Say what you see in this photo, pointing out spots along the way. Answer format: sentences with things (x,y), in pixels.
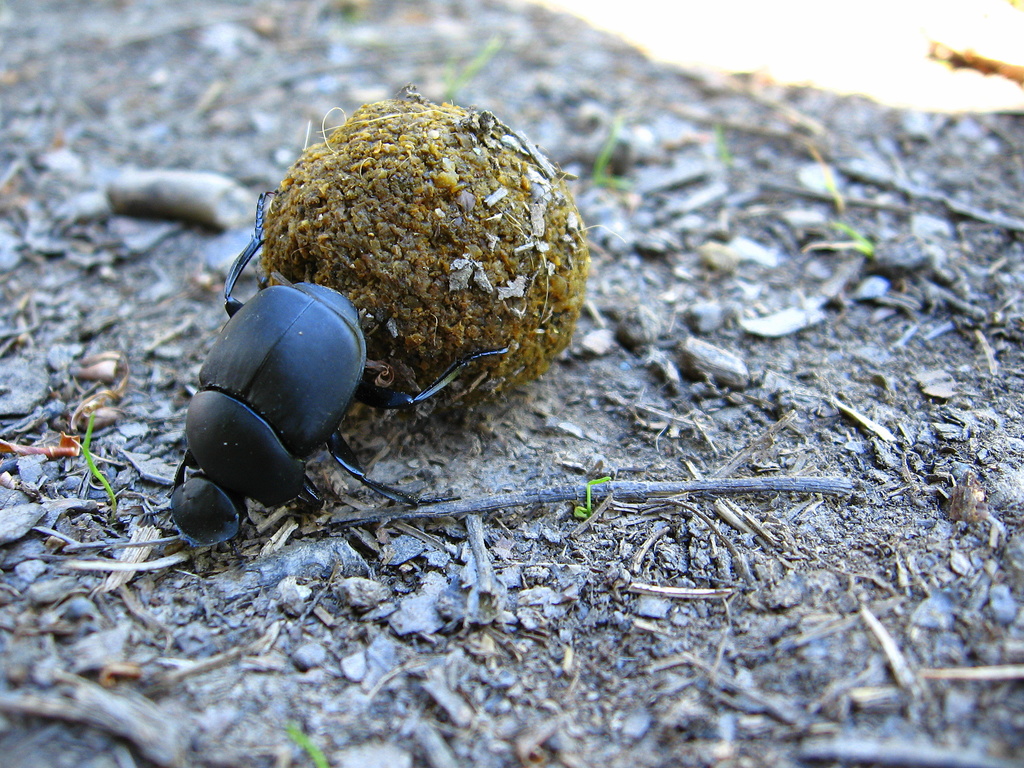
This picture shows insect (185,484) holding some ball type (477,219) with its legs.
